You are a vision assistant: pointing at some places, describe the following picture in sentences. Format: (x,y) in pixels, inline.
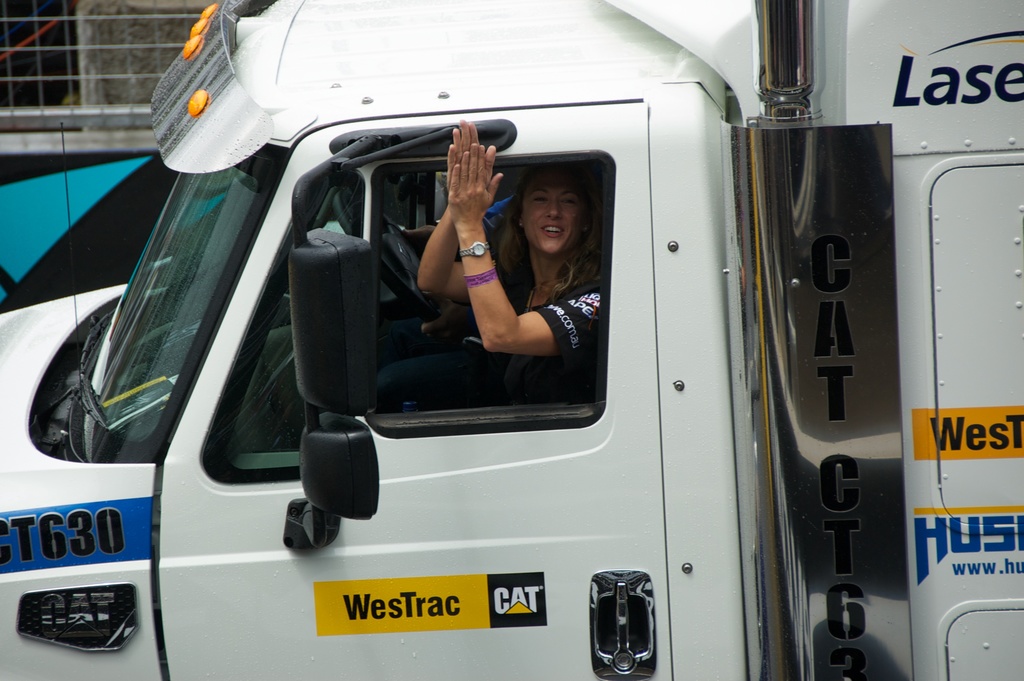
As we can see in the image there is a woman (534,275) sitting in white color truck (599,529).
